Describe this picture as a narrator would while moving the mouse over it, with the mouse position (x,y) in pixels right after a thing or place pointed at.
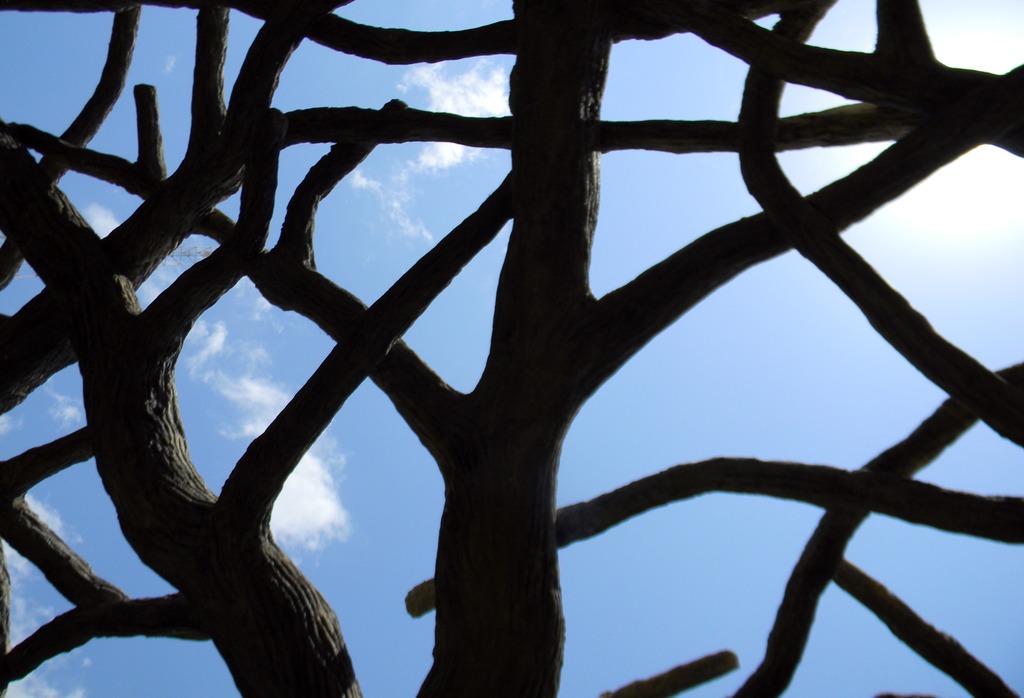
These are in the shape of branches (441,403) of a tree (178,630). At the top (404,213) it is the sky (391,268).
